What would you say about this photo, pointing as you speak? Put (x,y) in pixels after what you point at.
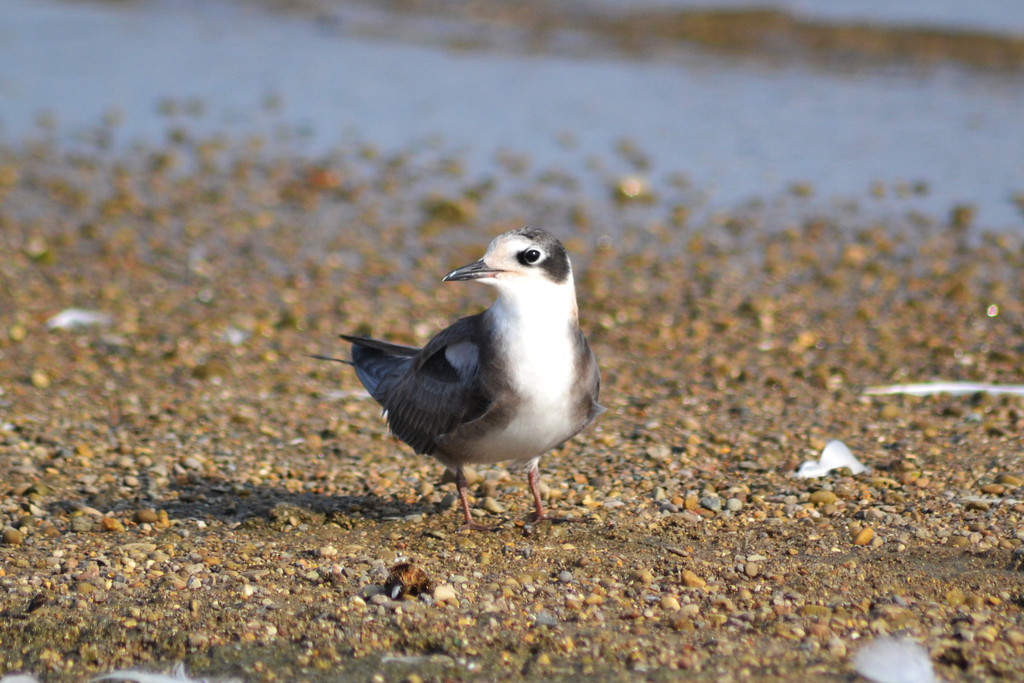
In this image I can see a bird (448,431) which is in black and white color. It is on the ground (543,576). I can also see some small stones (451,524) on the ground (534,573). In the background (364,163) I can see the water (437,108) but it is blurry.
